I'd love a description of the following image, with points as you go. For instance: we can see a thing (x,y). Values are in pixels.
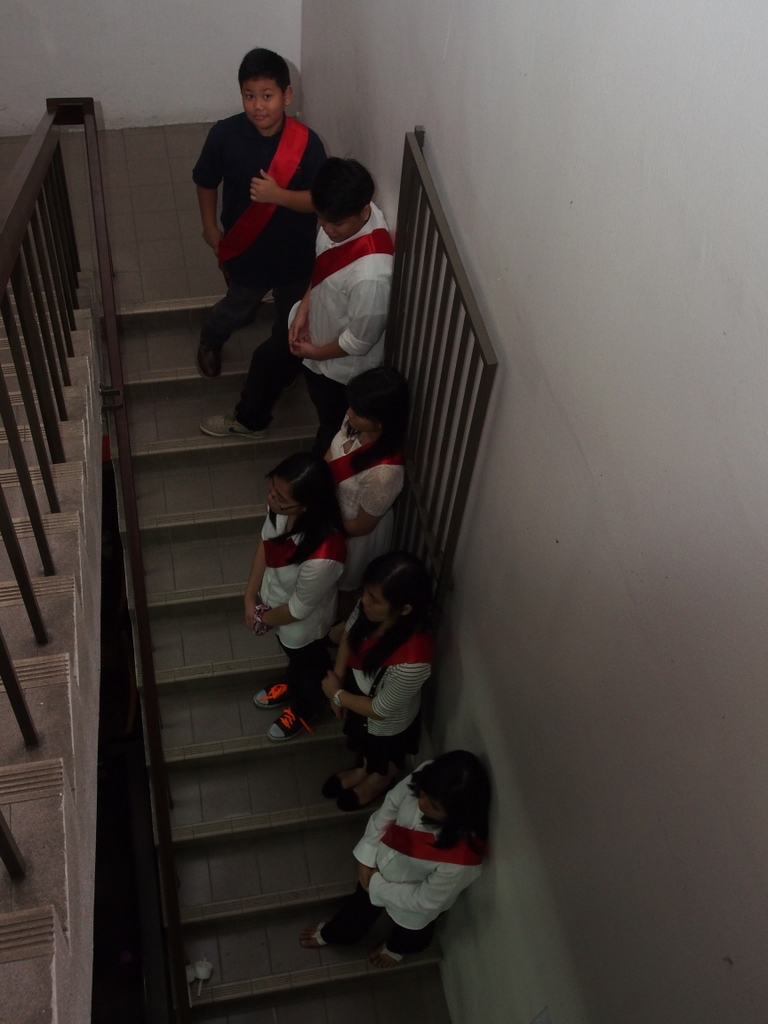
Here in this picture we can see a group of people (290,302) standing on the stair case (329,742) and all of them are wearing sashes (339,480) and on the left side (58,285) we can see a railing (55,275) present.
